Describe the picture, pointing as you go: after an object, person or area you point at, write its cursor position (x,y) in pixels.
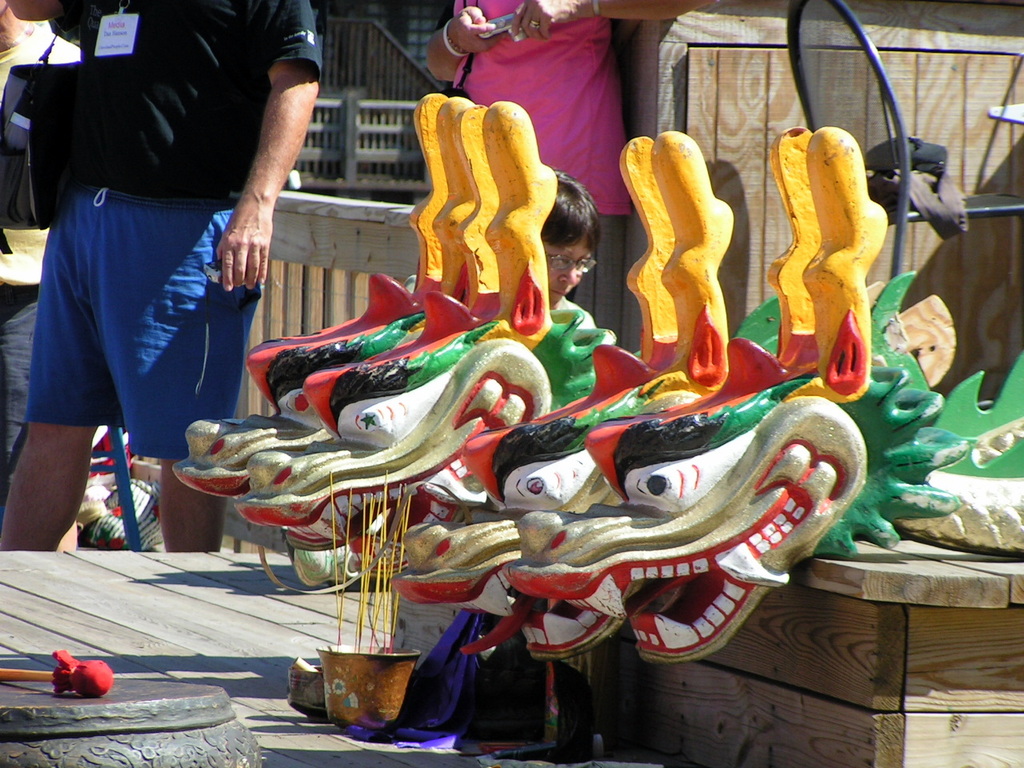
In this image I can see a person (153,170) standing wearing black shirt (167,154), blue short (179,307). At right (766,464) I can see few objects (651,449) they are in black, green, red and white color. At back (570,79) I can see the other person (573,96) standing wearing pink shirt (505,48) holding camera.
